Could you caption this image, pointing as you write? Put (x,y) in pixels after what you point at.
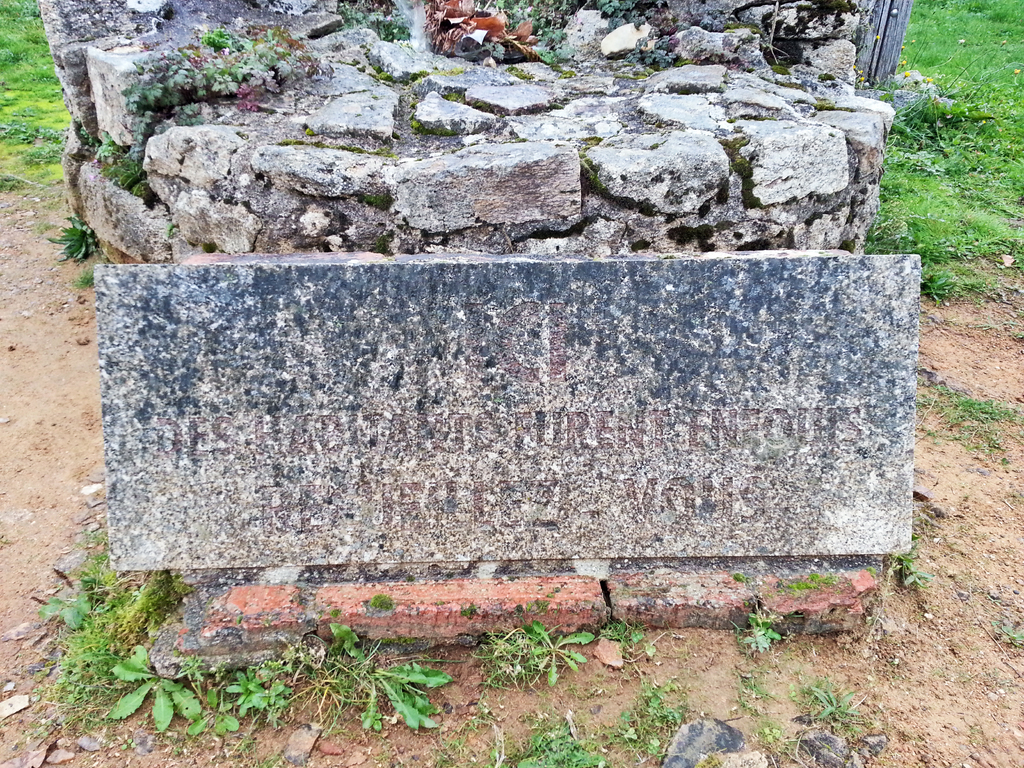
In this image, we can see a marble (236,494) with some text (505,489). At the bottom (235,693) and background (994,112) we can see plants (99,581) and grass (988,243). Here there is a stone wall (255,202).
